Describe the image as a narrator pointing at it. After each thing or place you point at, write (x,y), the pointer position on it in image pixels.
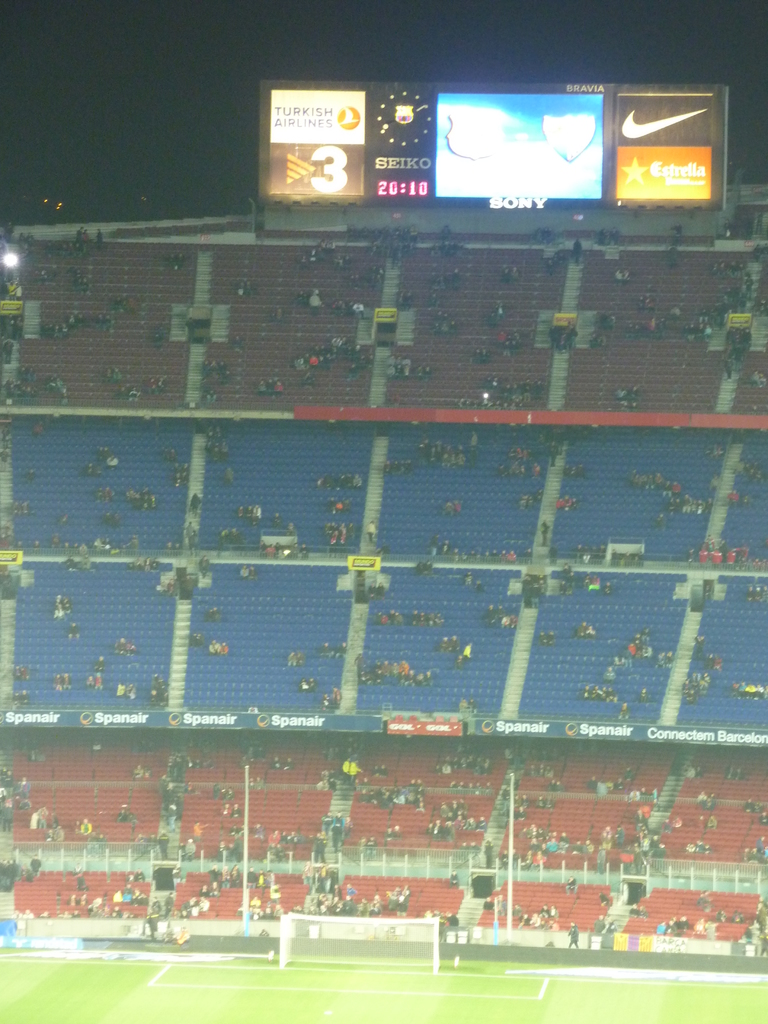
This is a stadium (376,782). At the bottom (224,980), I can see the playing ground (370,993). In the middle of the image (262,381) there are many people (655,834) sitting and standing in the stadium (144,543). At the top of the image (434,183) there is a board (666,132) on which I can see some text (334,153) and also there is a screen (454,144). The background (182,117) is dark.
